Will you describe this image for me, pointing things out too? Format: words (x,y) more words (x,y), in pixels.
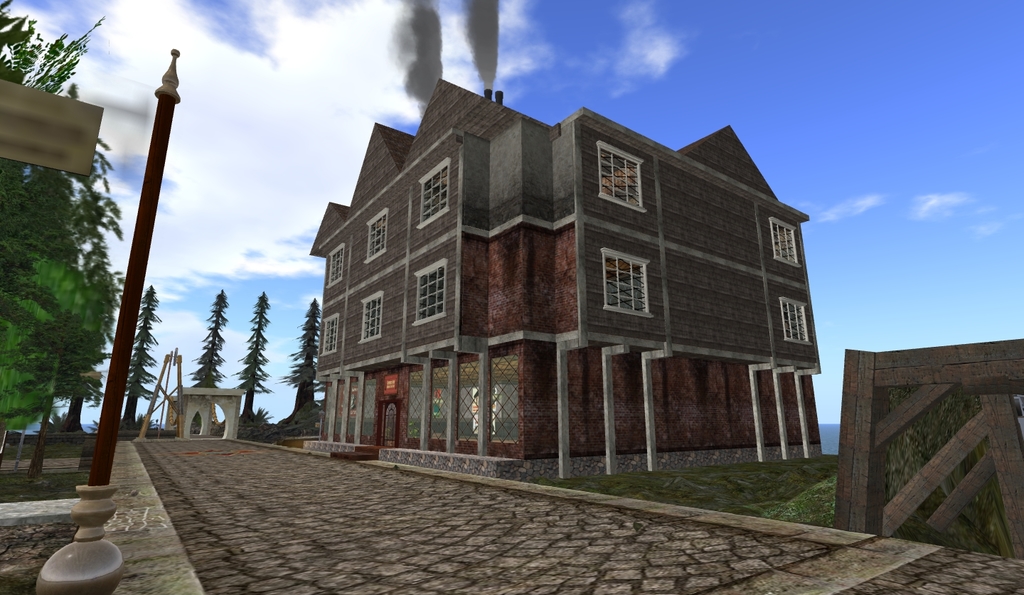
This is an animated image. In this image we can see a building (578,401) with windows (469,402), pillars (561,405) and a roof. We can also see a pole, grass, a group of trees (302,398), fence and the sky (862,258) which looks cloudy.
